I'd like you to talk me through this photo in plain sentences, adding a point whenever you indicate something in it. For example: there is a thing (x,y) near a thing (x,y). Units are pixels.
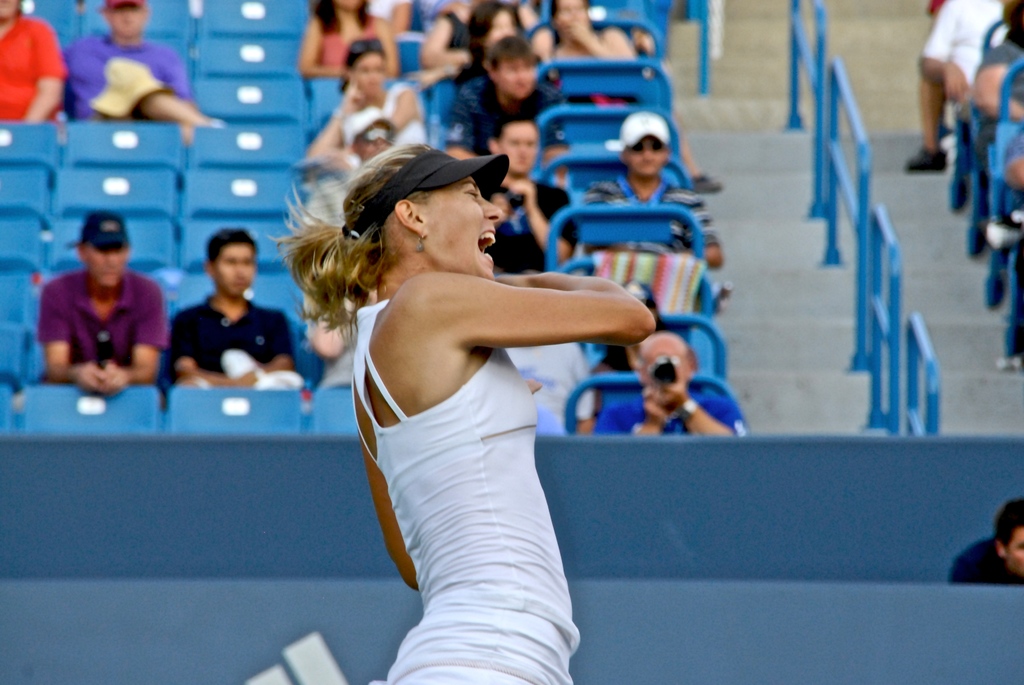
In this picture there is a woman player (474,482) wearing white top (507,518) and black cap (447,171). Behind there is a blue color stadium seat (600,239) with the audience (459,124) sitting on it.
